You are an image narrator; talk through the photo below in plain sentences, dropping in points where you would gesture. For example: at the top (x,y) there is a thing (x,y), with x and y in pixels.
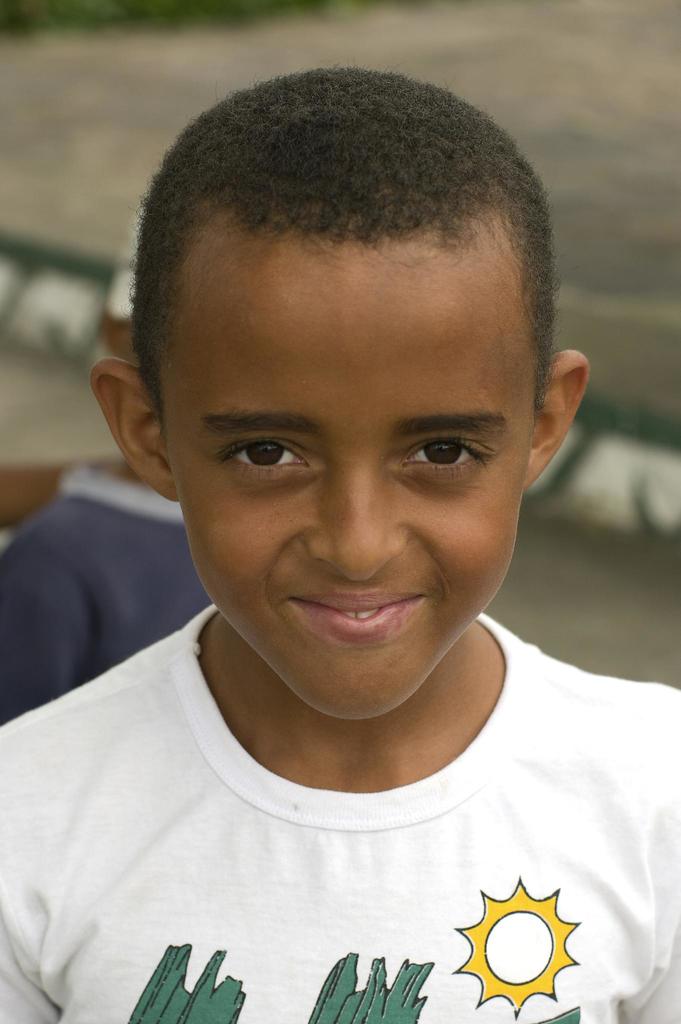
In the image there is a boy (235,899) smiling. Behind him there is a blur background (25,32).
